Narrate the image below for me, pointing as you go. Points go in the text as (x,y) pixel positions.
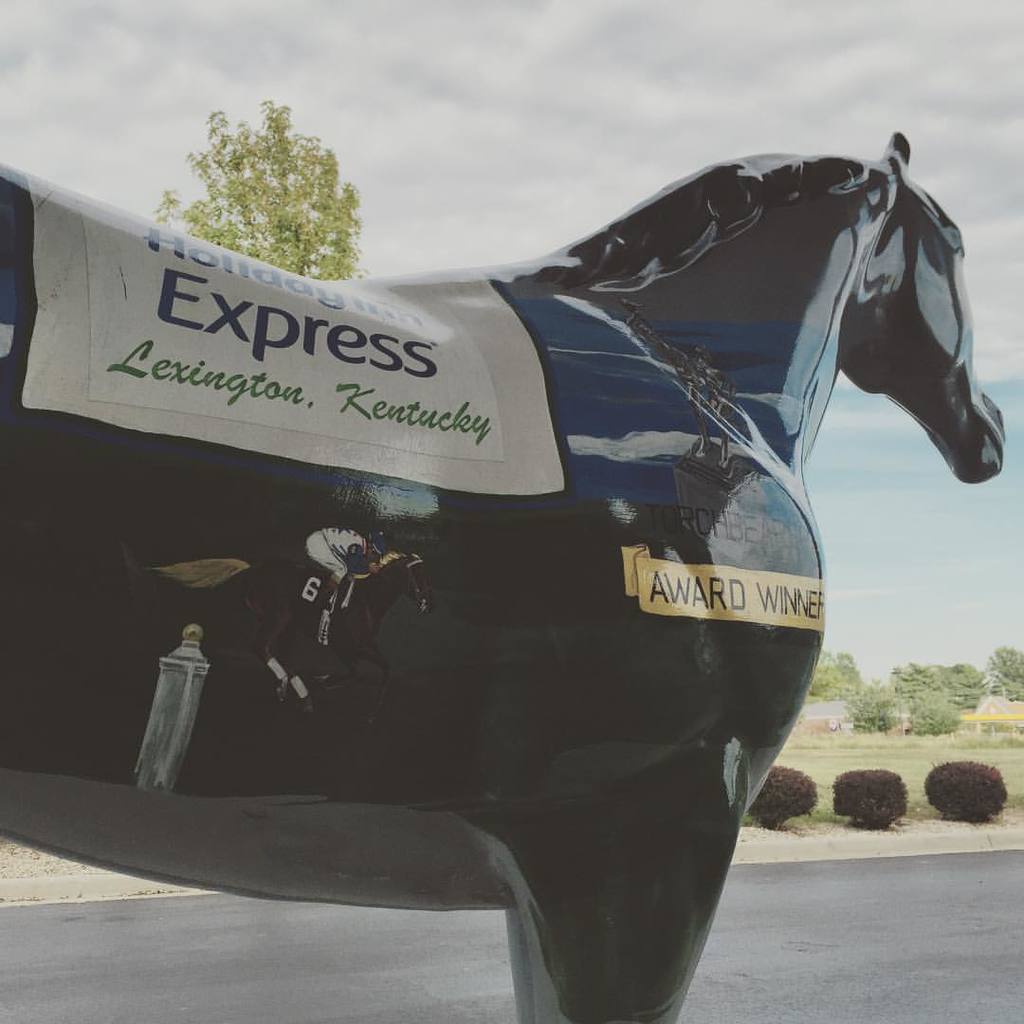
In the center of the image (447,460) a statue (475,486) is there. On the right side of the image (929,764) we can see some bushes (957,771), trees (900,696), grass (931,748), road (936,871) are present. At the top of the image (669,141) sky (615,134) is there.
